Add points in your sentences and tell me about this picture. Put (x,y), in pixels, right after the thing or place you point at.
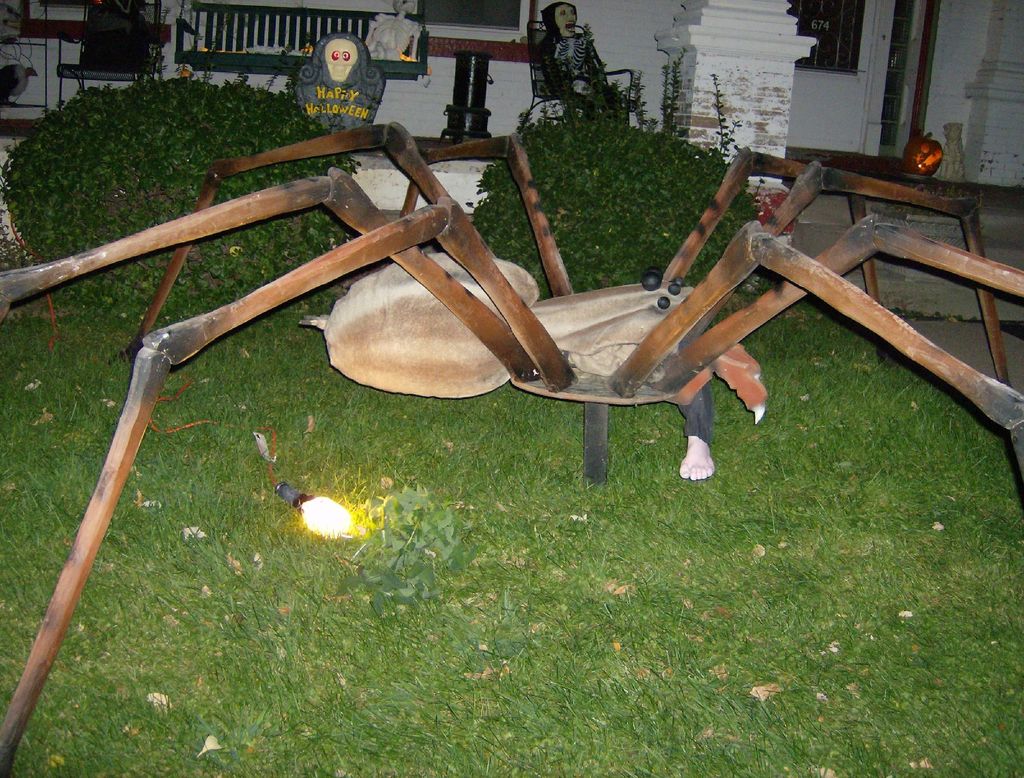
Front portion of the image we can see spider (528,296), person leg (687,471), light (327,509), grass (532,522) and bushes (234,234). Background (349,54) portion of the image we can see windows (814,55), walls (645,26), pillar (729,58), chair (155,20), bench (210,57), skeletons (398,33), stone (359,78) and things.
